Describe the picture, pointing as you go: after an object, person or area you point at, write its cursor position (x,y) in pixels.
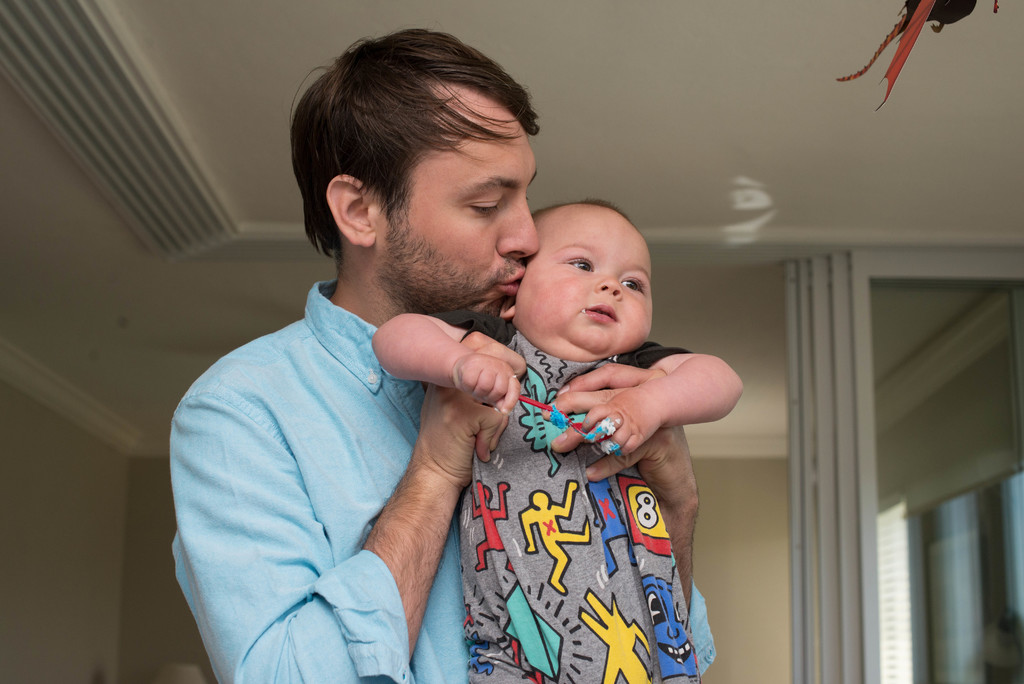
In this image I can see a person (335,454) wearing blue color shirt (306,405) and holding a baby (595,452), in the background (689,296) I can see the wall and the roof (814,113).
